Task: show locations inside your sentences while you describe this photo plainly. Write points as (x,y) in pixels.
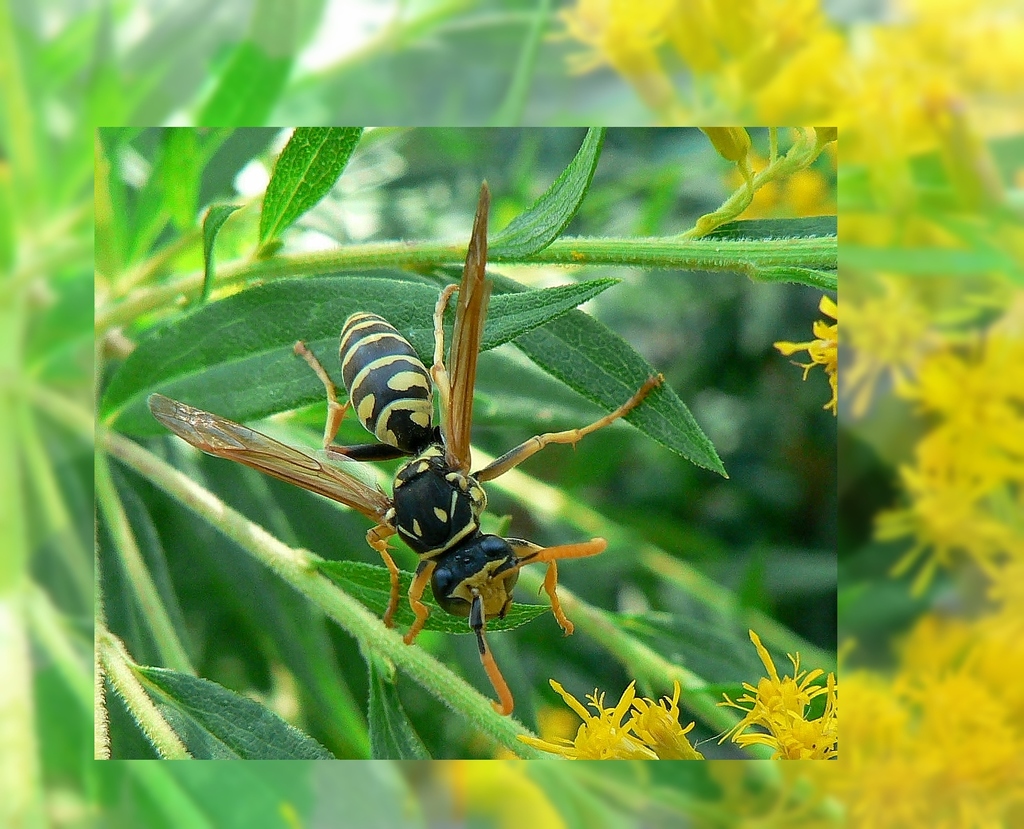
In the foreground of this image (497,558), there is a wasp (497,558) on the leaf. We can also see yellow flowers (821,744) and the leaves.
